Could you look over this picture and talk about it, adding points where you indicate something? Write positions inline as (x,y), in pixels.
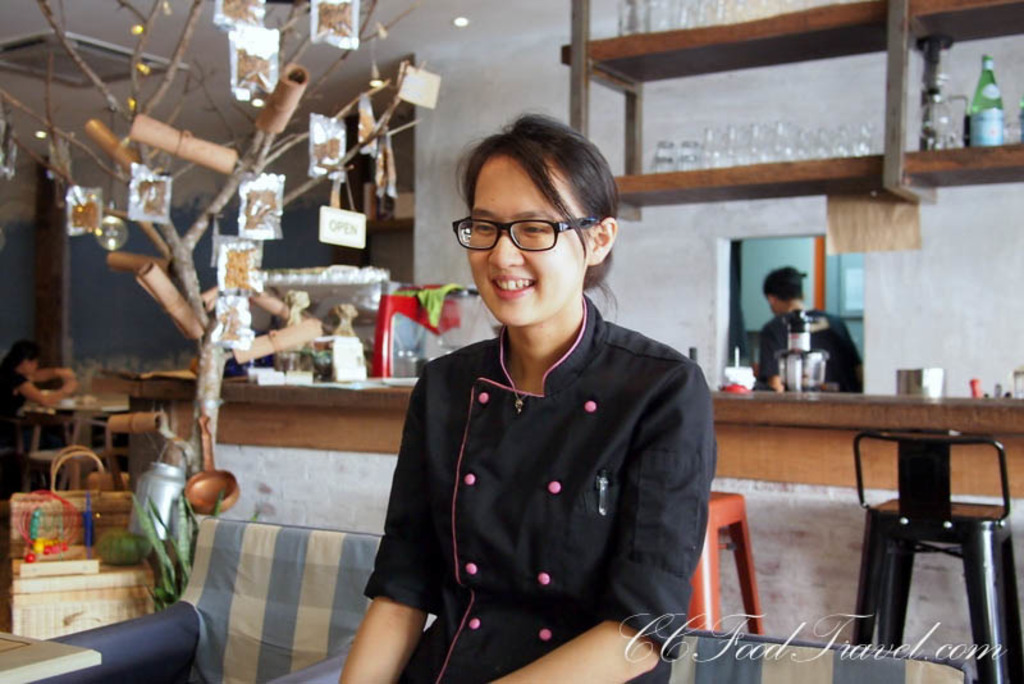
In this image I can see few people (530,632). Back I can see the dry tree (167,272), few objects (325,30), tables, chairs (194,615), stool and few objects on the table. Back I can see the wall (1006,383) and few glasses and bottles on the wooden shelf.
